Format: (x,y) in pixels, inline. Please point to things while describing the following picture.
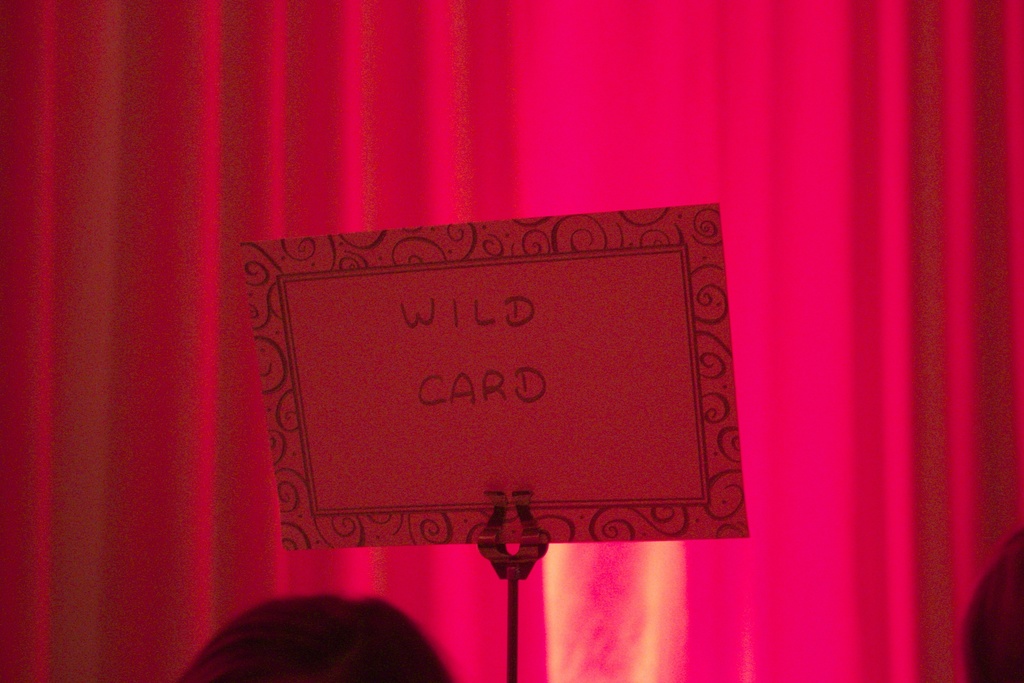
In this image, we can see a paper (394,457), on that paper (405,467) WILD CARD is written, in the background (490,77) there is a pink color curtain (429,108).
